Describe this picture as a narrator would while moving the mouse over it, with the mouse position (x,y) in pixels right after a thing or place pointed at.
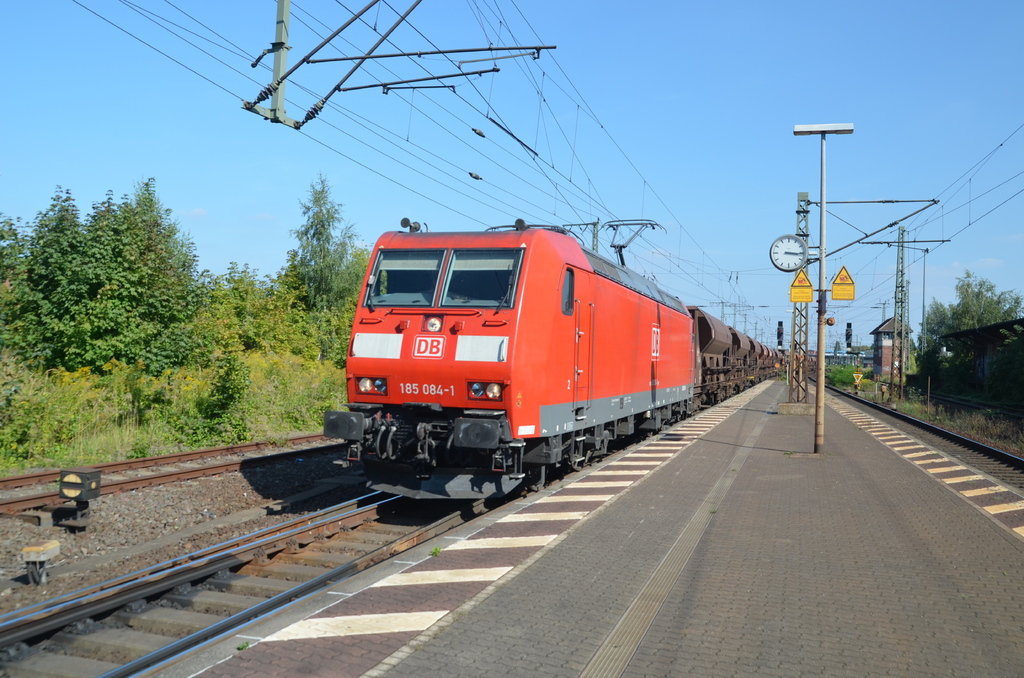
This image is taken in a railway station (421,549). In this image can see the train (429,449) on the track (221,555). We can also see the poles (793,322), clock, stones (240,503), path (967,566) and also the trees (280,328) and wires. Sky (596,82) is also visible in this image.
